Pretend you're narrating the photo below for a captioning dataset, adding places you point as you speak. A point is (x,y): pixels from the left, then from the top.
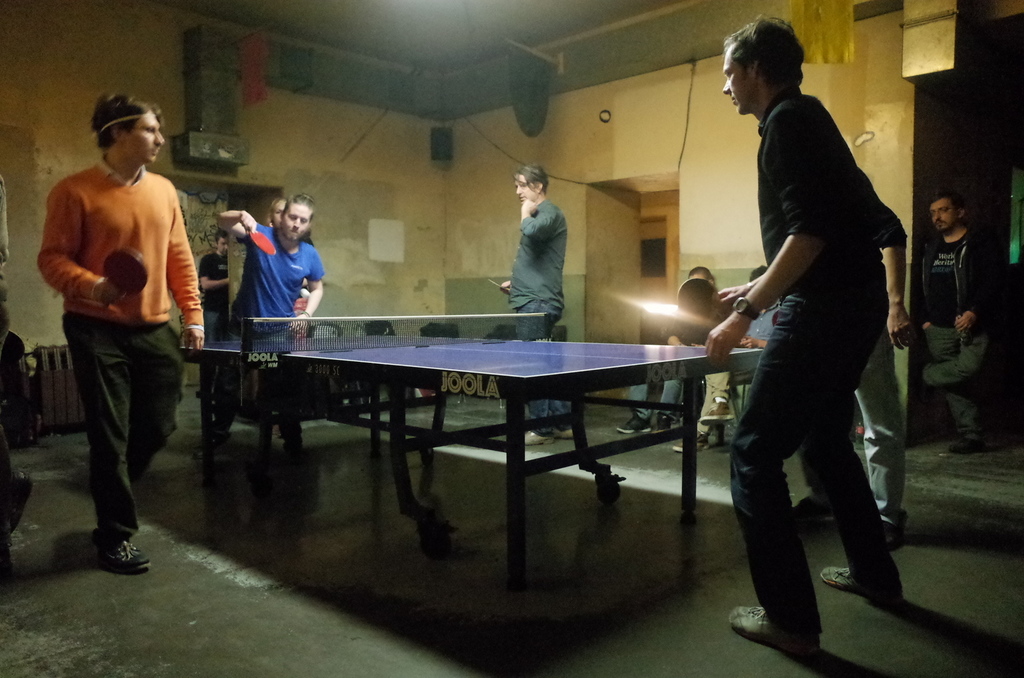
In this picture we can see two men (303,313) playing table tennis game, on the left side of image (156,289) a man (186,315) standing and holding Tennis bat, on the right side of the image (938,315) we can see a man (940,293) looking at a game, in the background (416,218) can see a wall (349,228).
